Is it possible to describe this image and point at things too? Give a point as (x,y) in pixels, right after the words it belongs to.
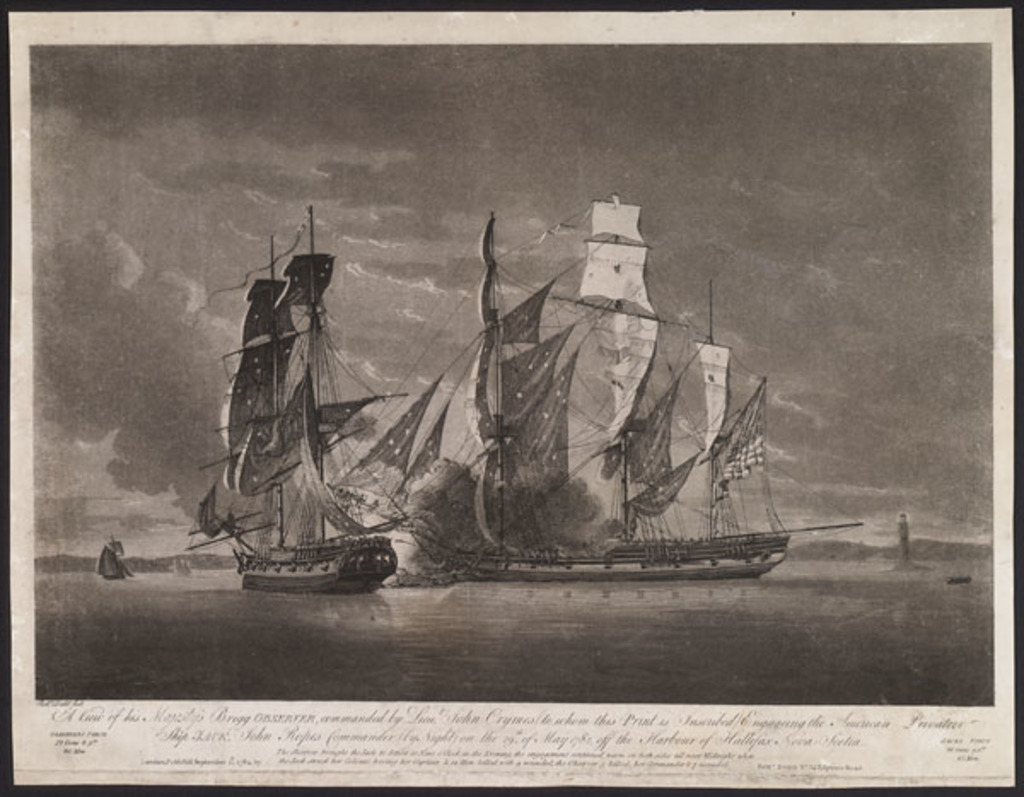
This is a black and white picture and here we can see ships (501,464) on the water (492,654) and in the background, there is a tower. At the bottom (414,705), there is text (626,717).
